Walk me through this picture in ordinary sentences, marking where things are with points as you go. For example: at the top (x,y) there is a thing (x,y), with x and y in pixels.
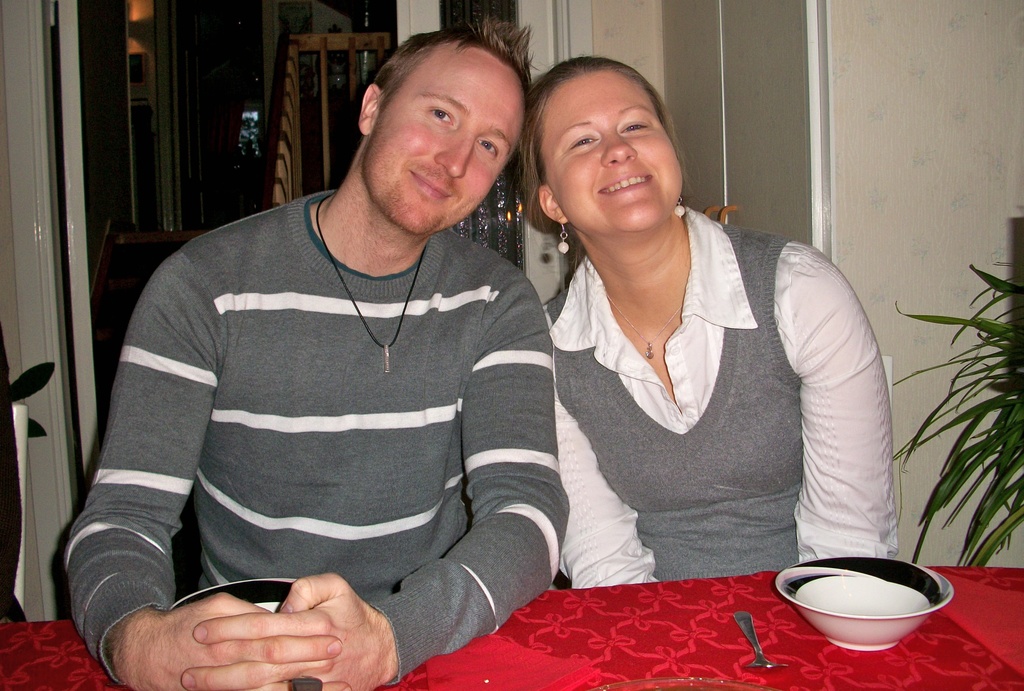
In this image i can see a man (403,346) and a woman (606,409) sitting next to each other in front of a table (613,621). On a table (770,629) i can see a spoon (752,624) and a bowl (901,594). To the right corner (942,496) i can see a plant (988,513). In the background (871,130) i can see a wall (866,85), a door (185,99).
